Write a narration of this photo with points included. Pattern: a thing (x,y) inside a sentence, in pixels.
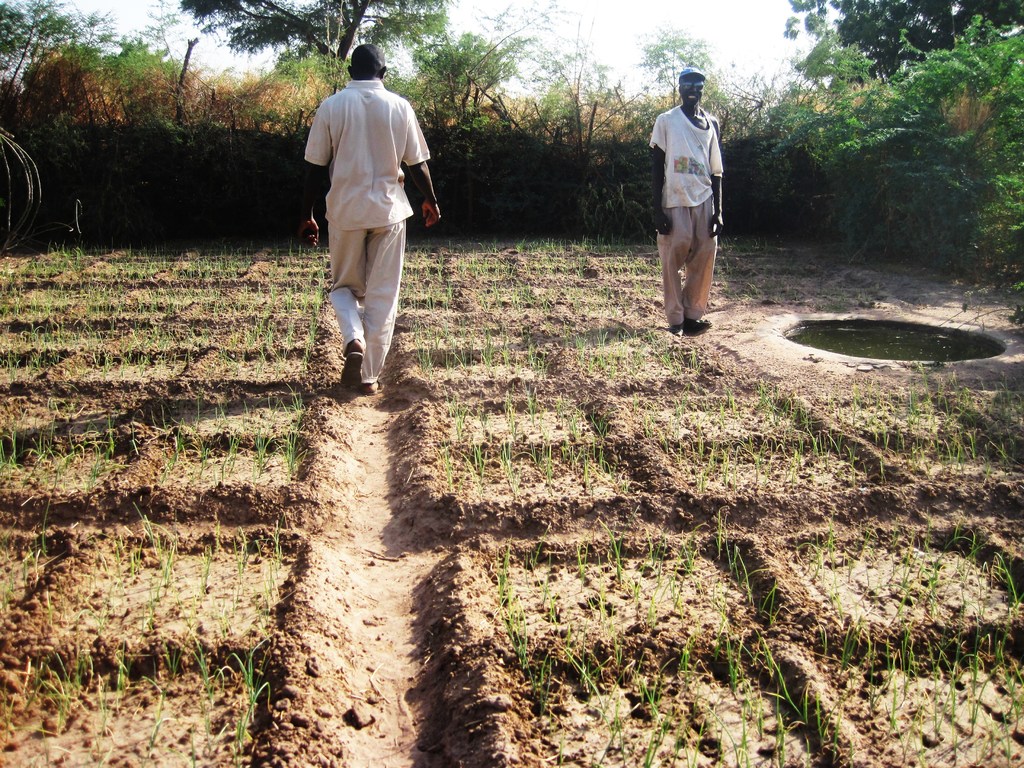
In this image we can see two persons (391,315), there are some crops (480,453), plants (531,361), trees (941,21), water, also we can see the sky (542,21).
